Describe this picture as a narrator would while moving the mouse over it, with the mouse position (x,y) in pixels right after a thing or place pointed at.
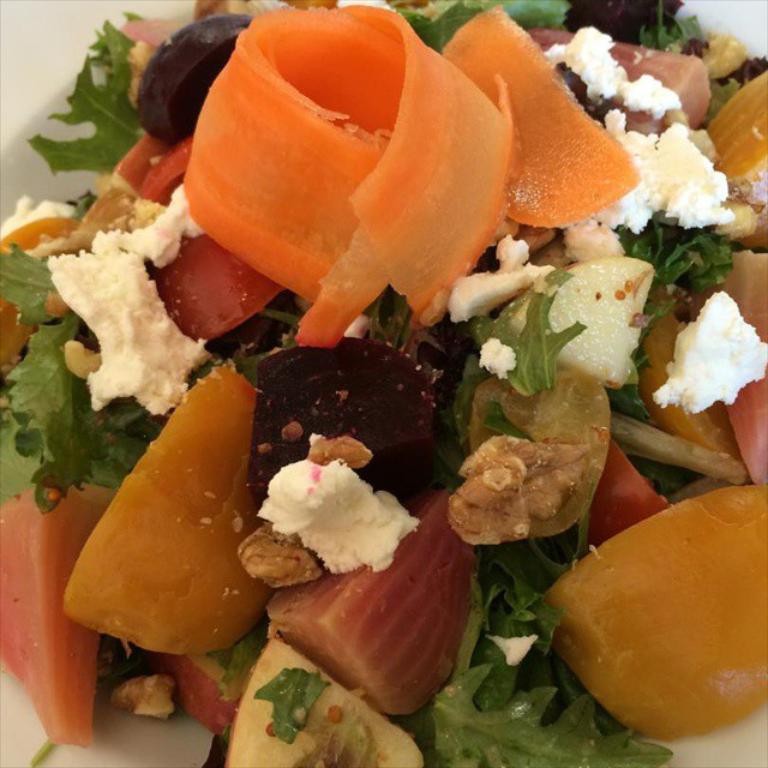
In this picture we can see a group of food items (353,404) on a plate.
